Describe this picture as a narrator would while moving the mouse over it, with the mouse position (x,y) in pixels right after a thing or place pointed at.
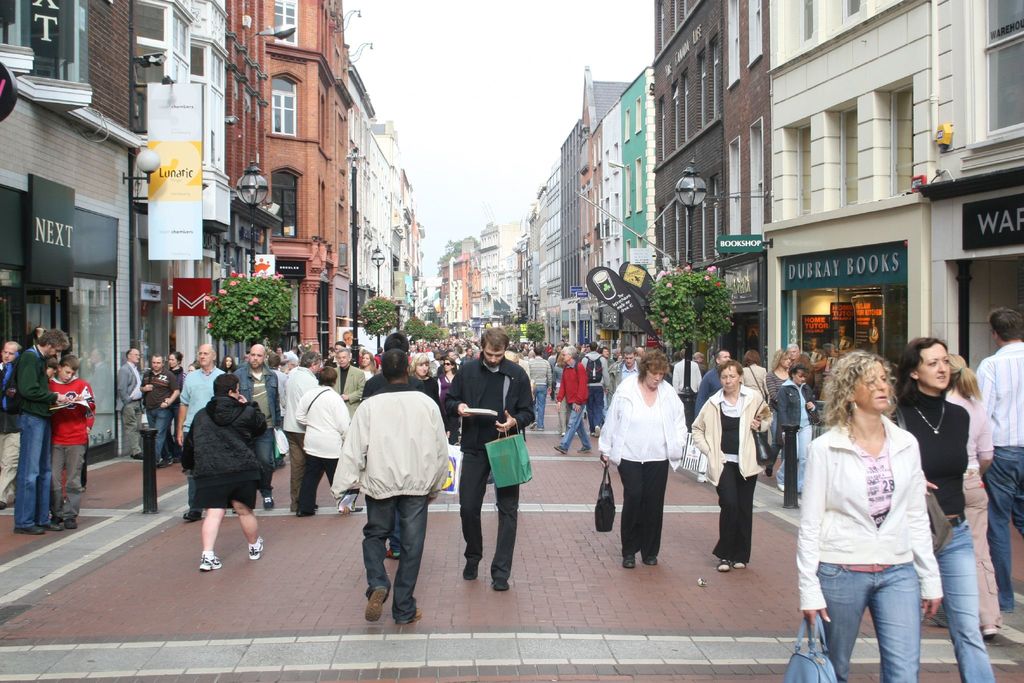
In this picture we can see a group of people (324,368) walking on the path (166,497) and some people (64,461) are standing. On the left (224,19) and right side of the people (367,354) there are plants (686,268), poles (688,362) with lights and buildings (504,233). Behind the buildings (331,206) there is a sky (471,123).
